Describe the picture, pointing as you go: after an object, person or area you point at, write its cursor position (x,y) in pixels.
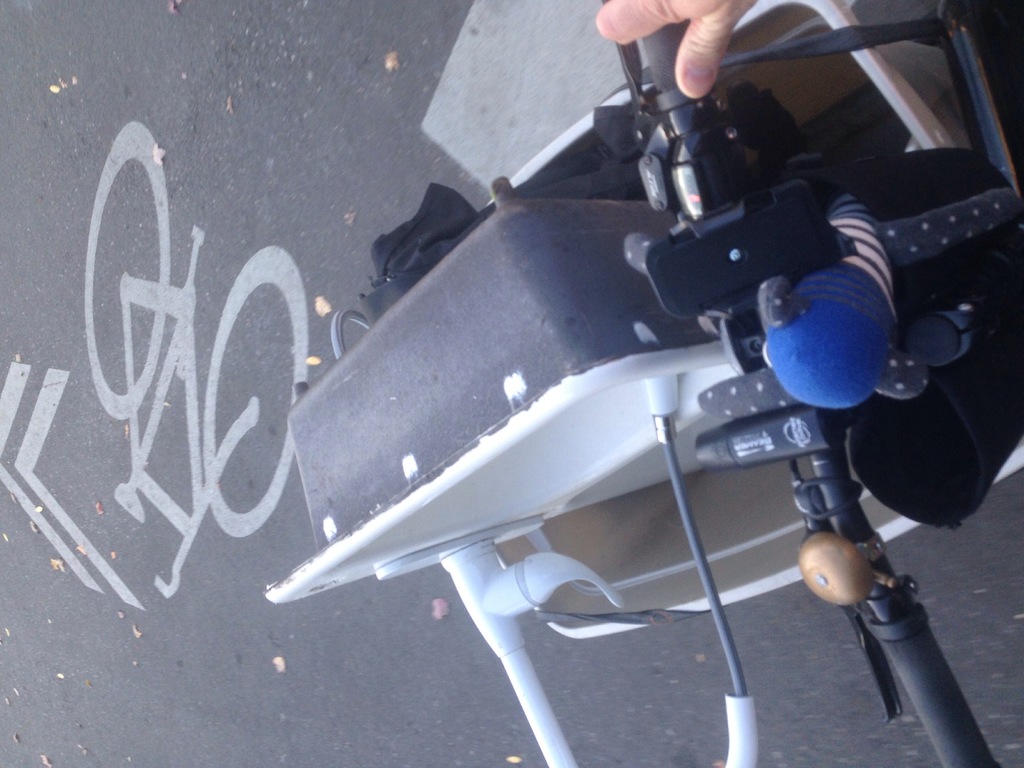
There is a person (1013,67) cycling on the road (348,298) on which, there is a painting (251,417) of the bicycle (178,573). And there is an object (877,262) in the basket (790,102) of the bicycle (827,504).
